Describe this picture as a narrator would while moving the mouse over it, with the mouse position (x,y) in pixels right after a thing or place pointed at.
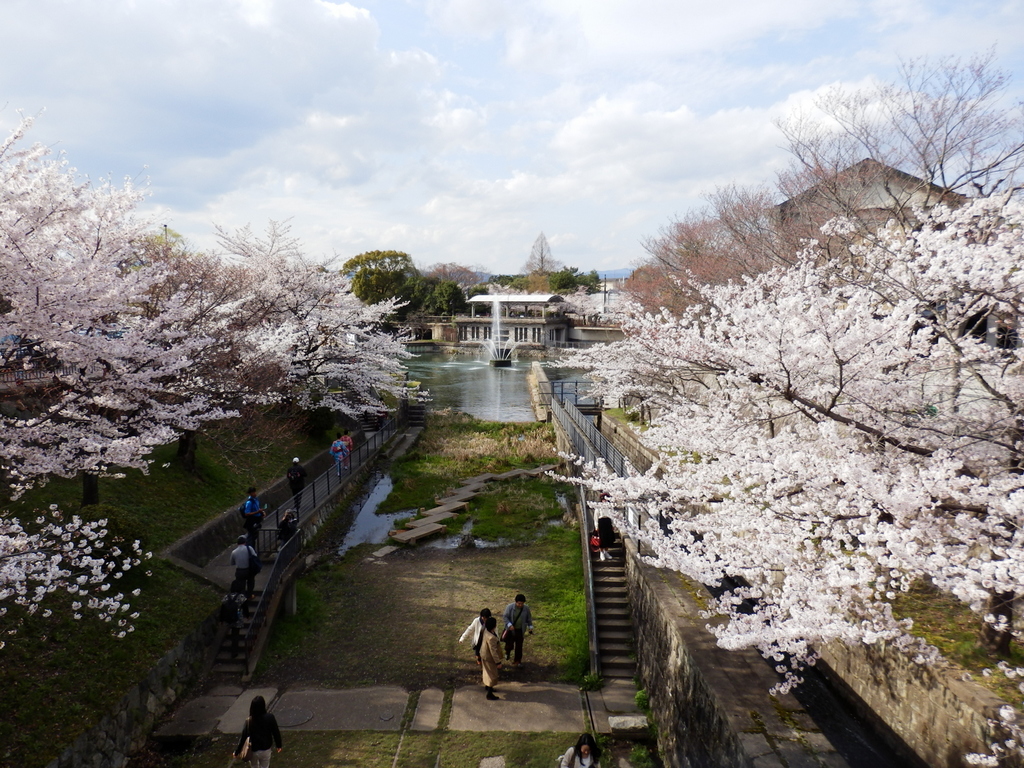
In this picture we can see trees (830,372), there are some people (479,626) walking at the bottom (481,646), we can see grass (500,500) and water (512,377) in the middle (502,402), in the background (519,342) there is a building (527,294) and trees (554,280), we can also see water fountain (504,344) in the middle (490,345), there is the sky (540,83) at the top of the picture (508,106).
